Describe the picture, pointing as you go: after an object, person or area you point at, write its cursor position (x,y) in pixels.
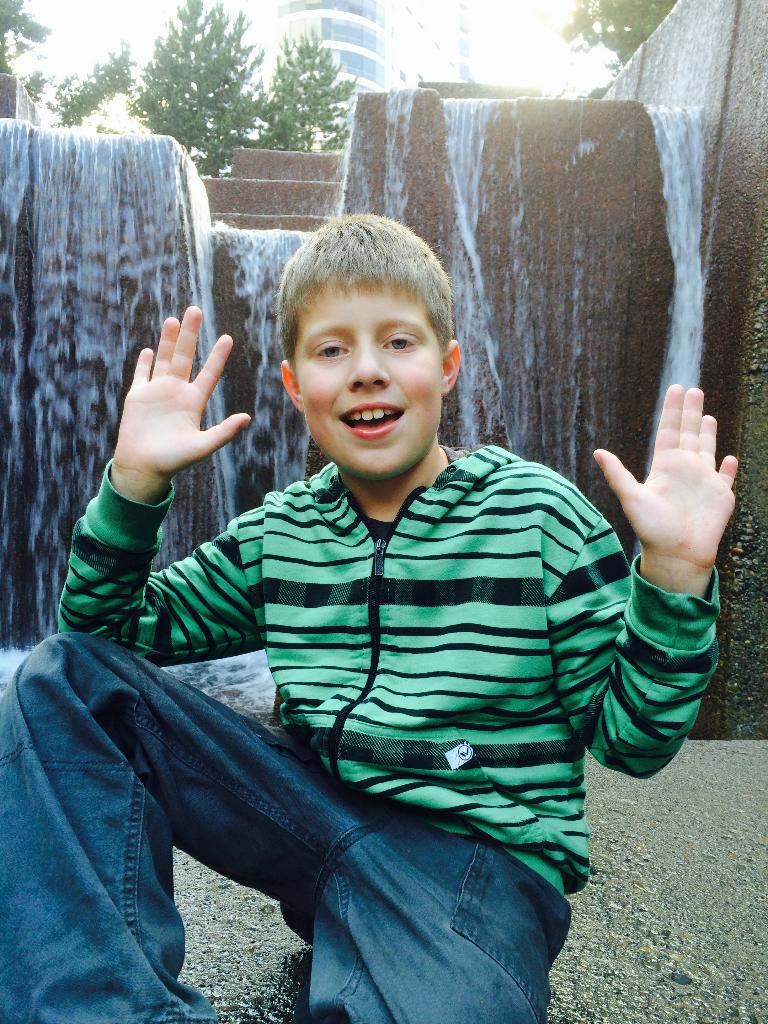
In the foreground of the picture (342,621) there is a boy (317,731), behind him there is a waterfall (269,232). In the background (267,138) there are trees (317,69) and building (366,56).
